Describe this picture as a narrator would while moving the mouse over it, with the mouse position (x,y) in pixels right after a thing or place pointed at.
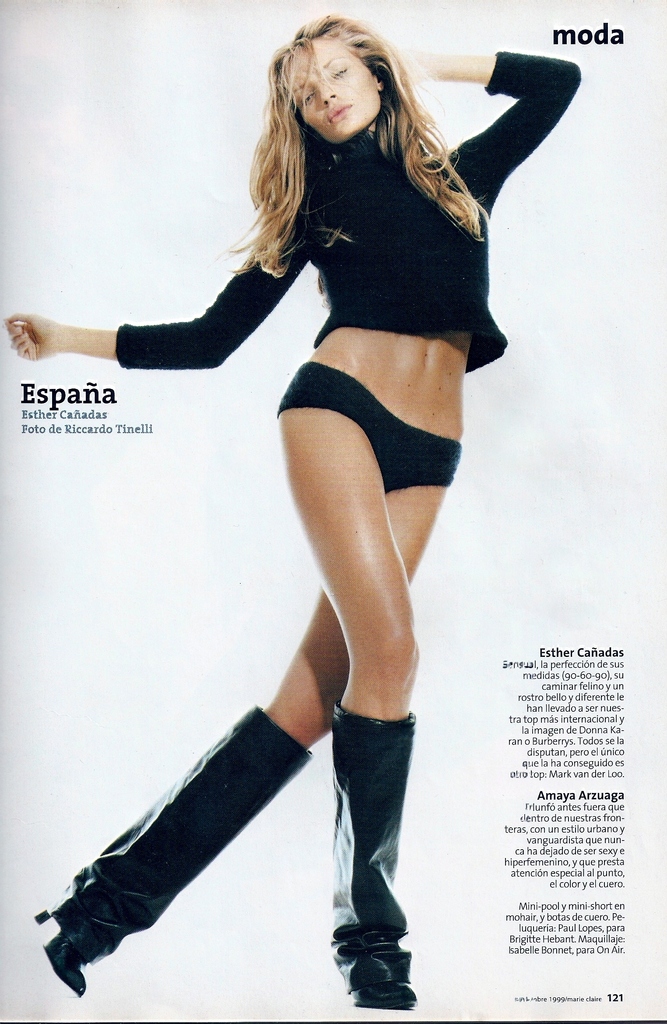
This image consists of a poster (280,453) with an image of a woman (337,597) and there is a text (67,426) on it.
